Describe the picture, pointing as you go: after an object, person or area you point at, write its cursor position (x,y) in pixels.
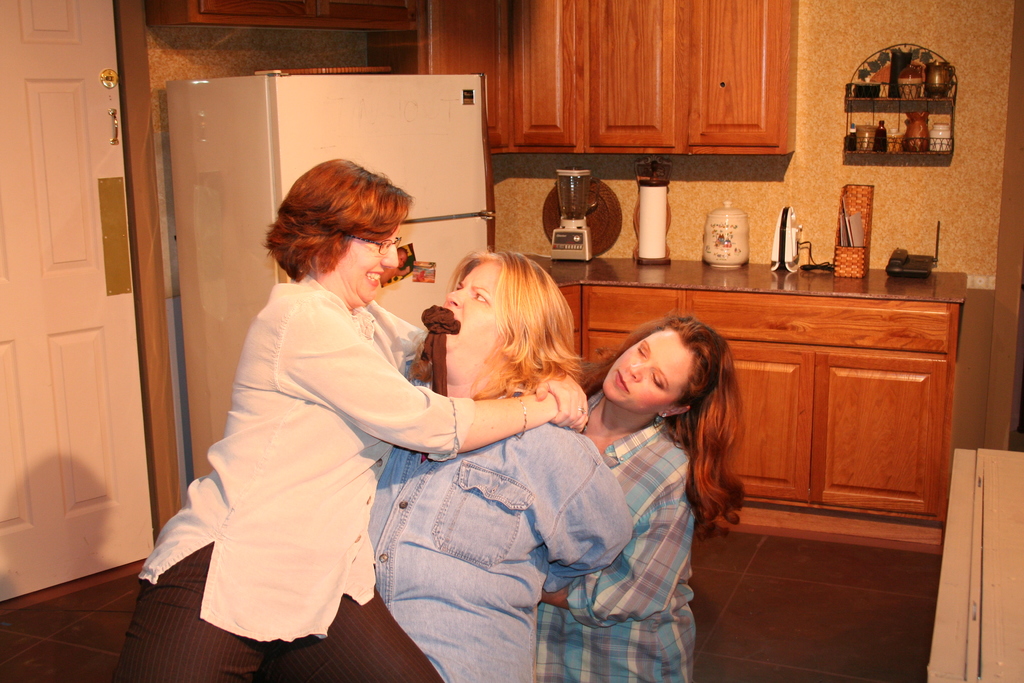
In this image I can see three women's (515,619) on the floor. In the background (557,136) I can see a kitchen cabinet (546,143), grinder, kitchen tools (779,257), refrigerator (314,161), door (18,306) and shelves (855,109). This image is taken may be in a room (810,96).
